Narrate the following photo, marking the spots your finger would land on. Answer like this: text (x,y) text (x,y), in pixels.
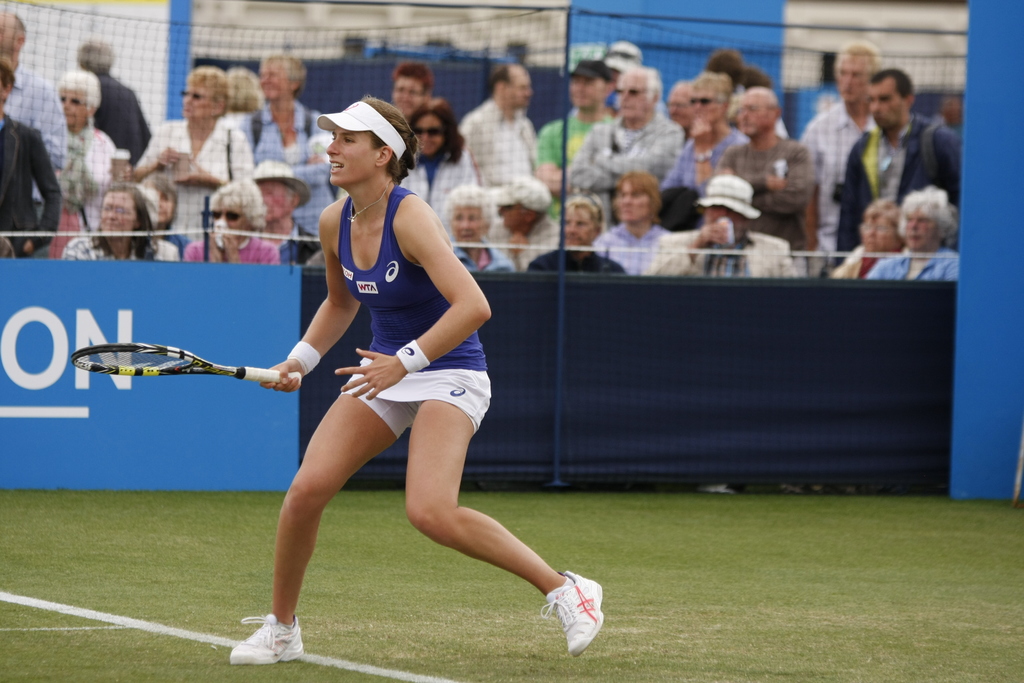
As we can see in the image there are few people (630,175) over here and the women (383,382) who is standing here is holding tennis racket (189,372).
